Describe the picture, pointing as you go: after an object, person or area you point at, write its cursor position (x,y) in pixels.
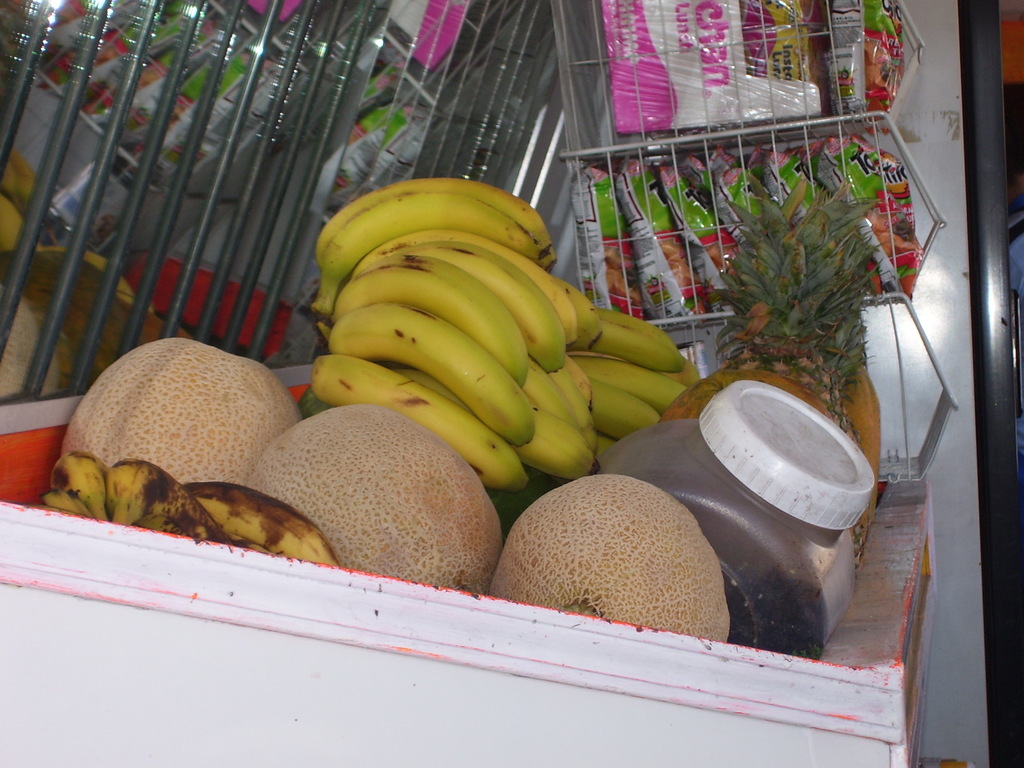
There are fruits (344,241) in the foreground area of the image (522,216), it seems like edible items (174,10) in the background (423,27).
